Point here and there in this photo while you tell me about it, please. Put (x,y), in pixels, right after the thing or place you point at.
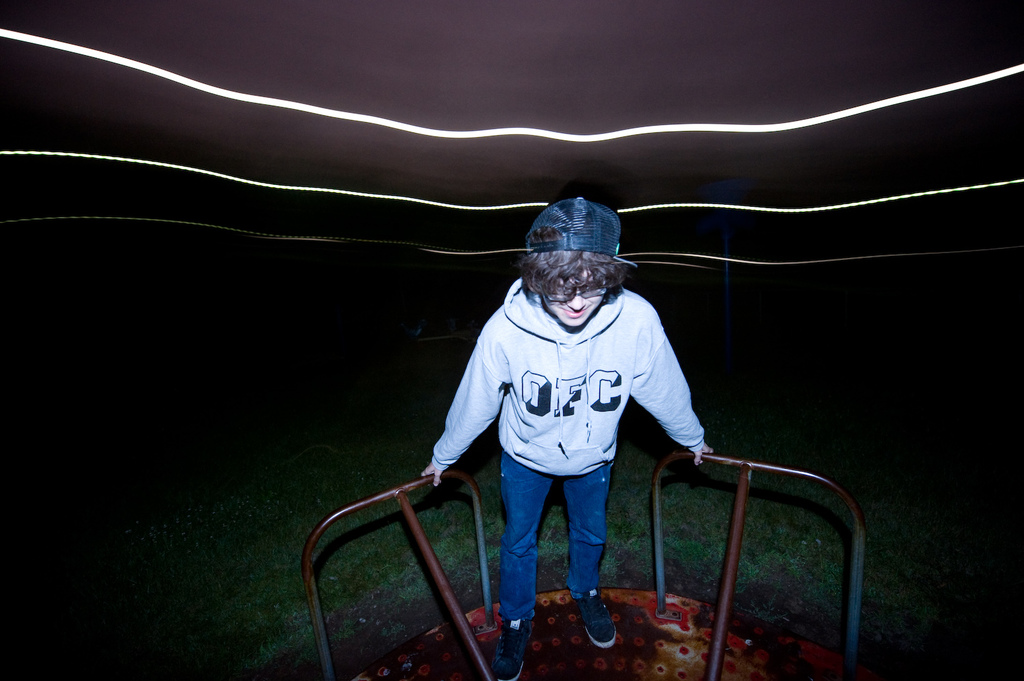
In the middle (596,367) a person (608,645) is standing on an iron thing (616,596), he wore a white color sweater (635,374), black color cap (589,235).
